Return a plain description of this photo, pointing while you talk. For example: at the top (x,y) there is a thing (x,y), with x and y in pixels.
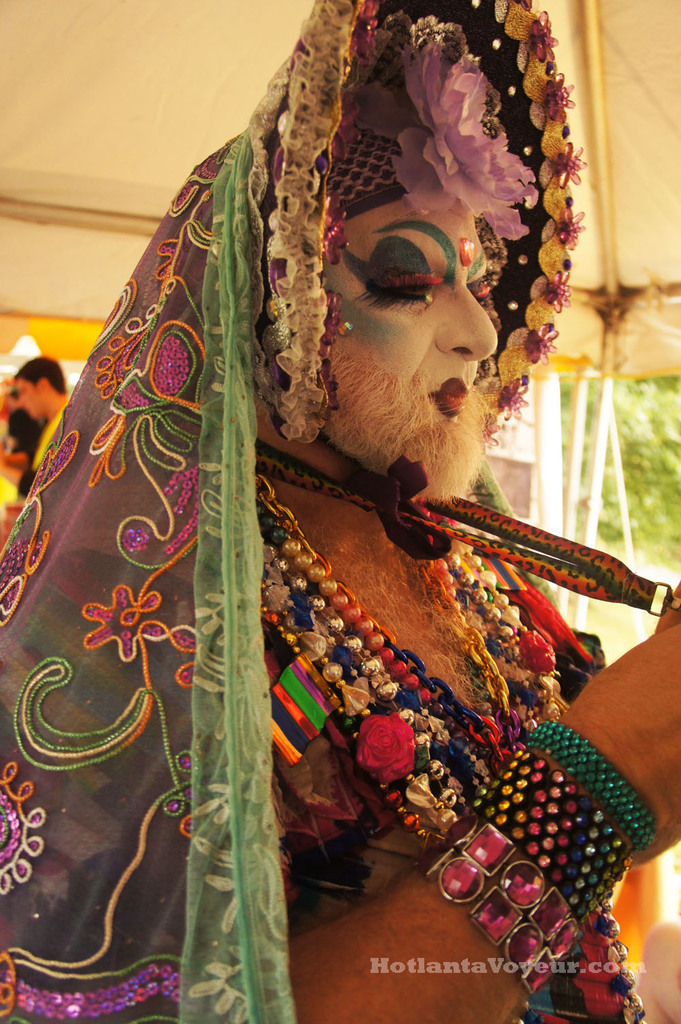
In this image there is a man (521,618) wearing costumes (455,197) and standing under a tent (596,143), in the bottom right (533,964) there is text (489,965).
